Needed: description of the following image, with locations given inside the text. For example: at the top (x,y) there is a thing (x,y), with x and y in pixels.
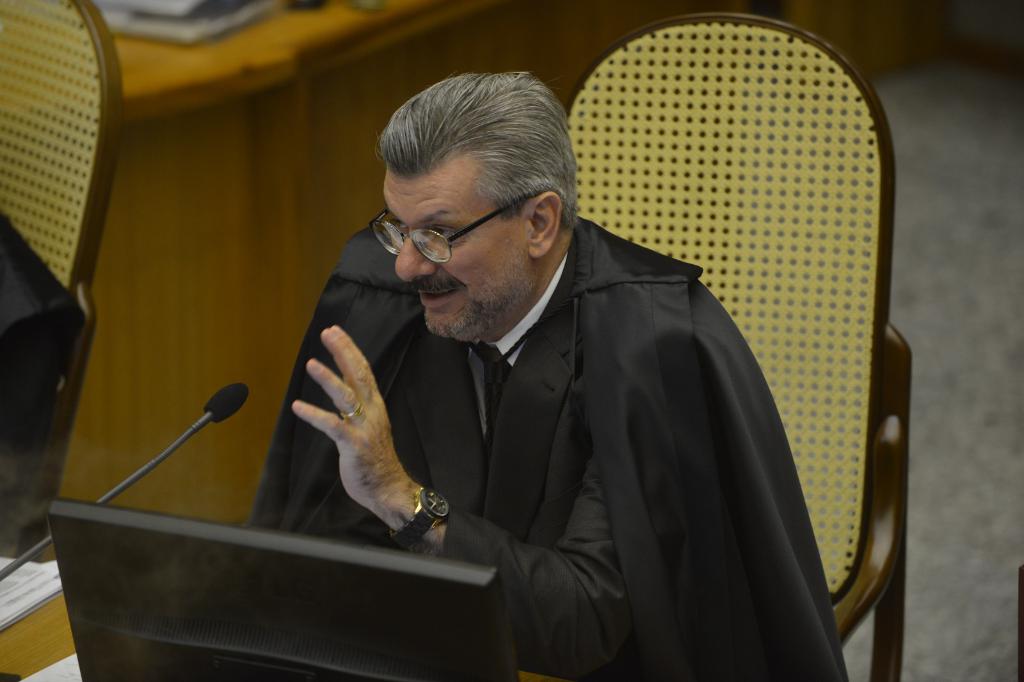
This image consists of chairs (64,150). There is a mic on the left side (232,418). There is a person (590,394) wearing black coat (519,467) is sitting on that chair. There is a table (208,119) at the top (208,119).
